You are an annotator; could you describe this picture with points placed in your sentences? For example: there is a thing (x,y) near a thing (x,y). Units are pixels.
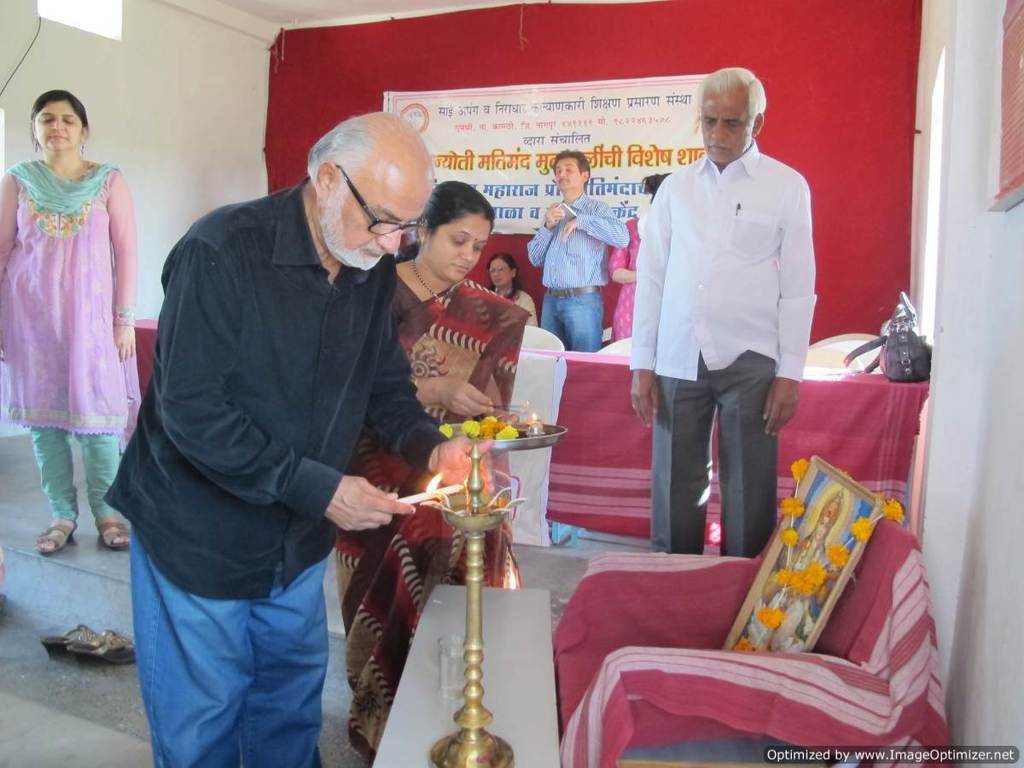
In this image, I can see few people (445,266) standing and a person (519,303) sitting. This man (332,414) is lighting a lamp (479,522). I can see a frame (787,599), which is placed in a chair (795,672). This is a table (578,408), which is covered with a cloth (879,399). I can see a handbag (897,358) placed on the table (836,393). This is a banner (459,133). I can see a pair of sandals (70,629) on the floor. At the bottom of the image (862,756), I can see the watermark (846,756).
